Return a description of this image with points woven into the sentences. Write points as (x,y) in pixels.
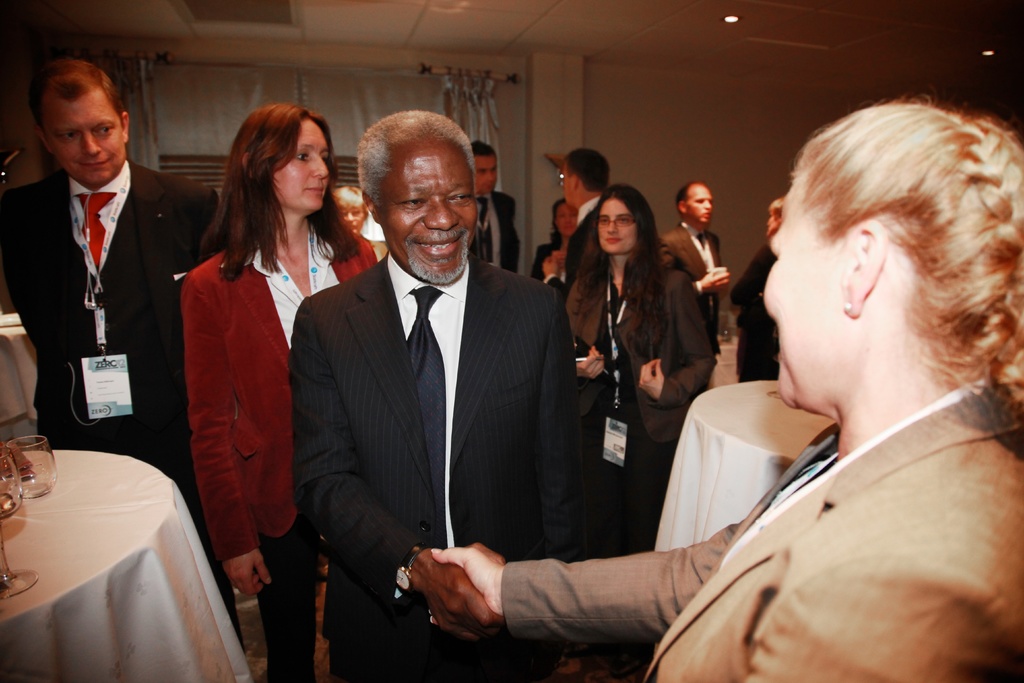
In this image in the front (443,267) there are persons (508,432) standing and shaking hands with each other and smiling. In the background (624,543) there are persons (696,224) standing and on the left side (117,520) there is a table (105,537) which is covered with a white colour cloth (125,574) and on the table (84,533) there are glasses (26,481). On the right side (759,436) there is an empty table (742,424). In the background (359,81) there is a curtain (271,101) and there is a table (10,349) and on the table (9,342) there is an object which is white in colour and there is a wall (613,124). On the top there are lights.
